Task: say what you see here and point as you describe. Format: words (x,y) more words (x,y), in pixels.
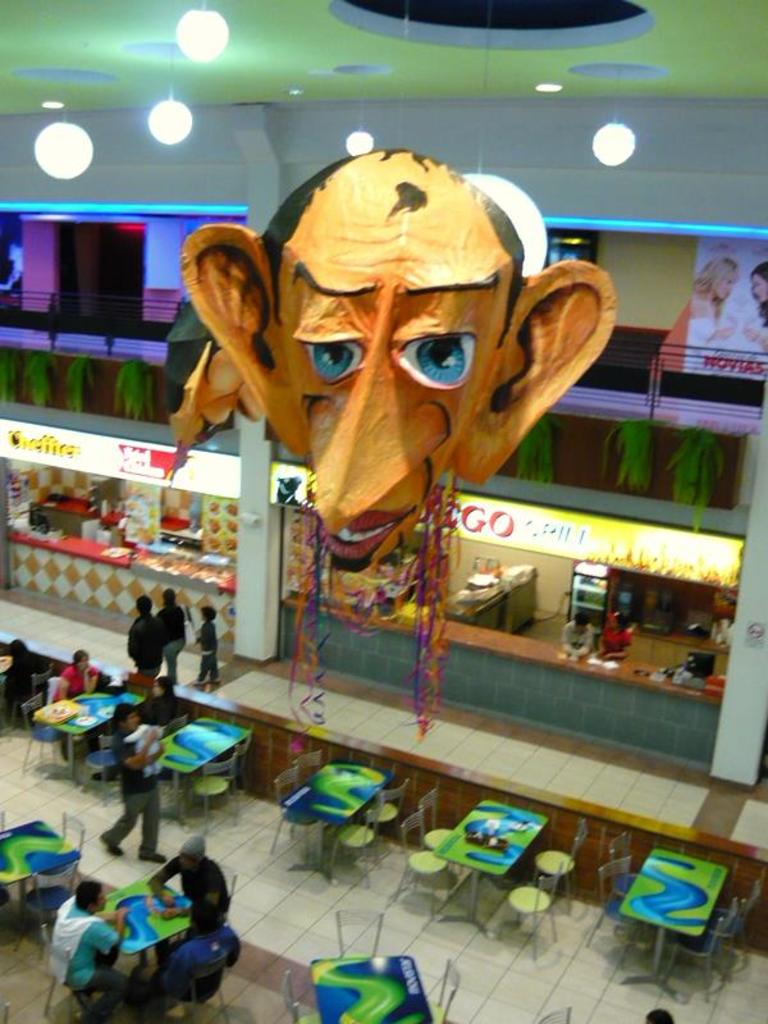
Here we can see a three people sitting on a chair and having a conversation. This is a roof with lighting arrangement (296,88).
